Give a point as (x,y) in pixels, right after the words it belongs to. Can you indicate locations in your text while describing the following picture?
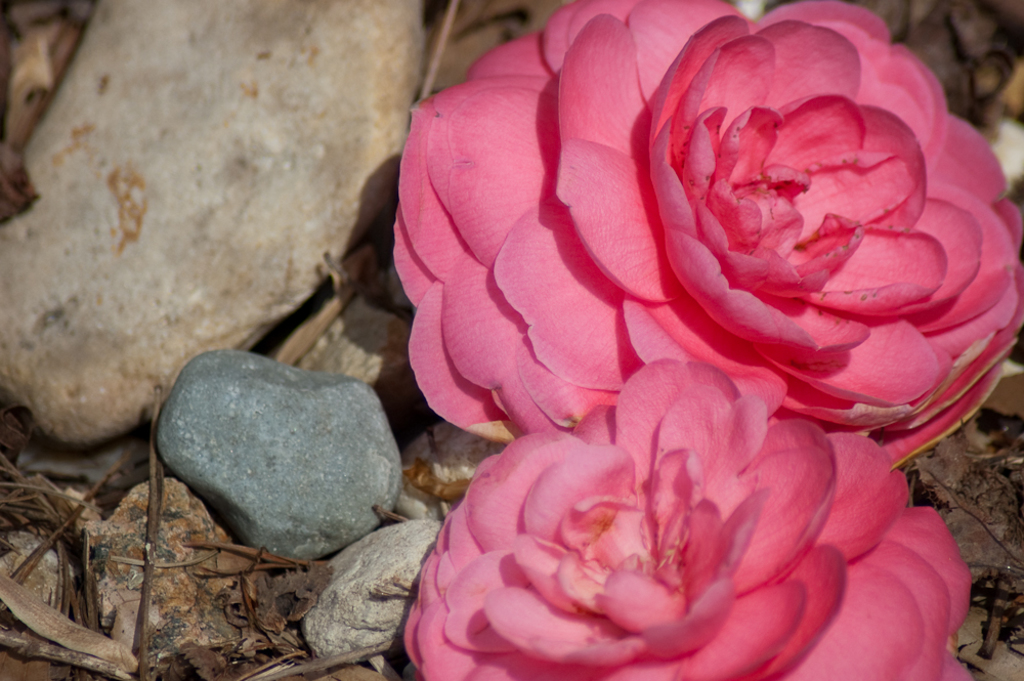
On the right side of the image (754,252) we can see flowers (534,259), and also we can find few stones (304,378).
